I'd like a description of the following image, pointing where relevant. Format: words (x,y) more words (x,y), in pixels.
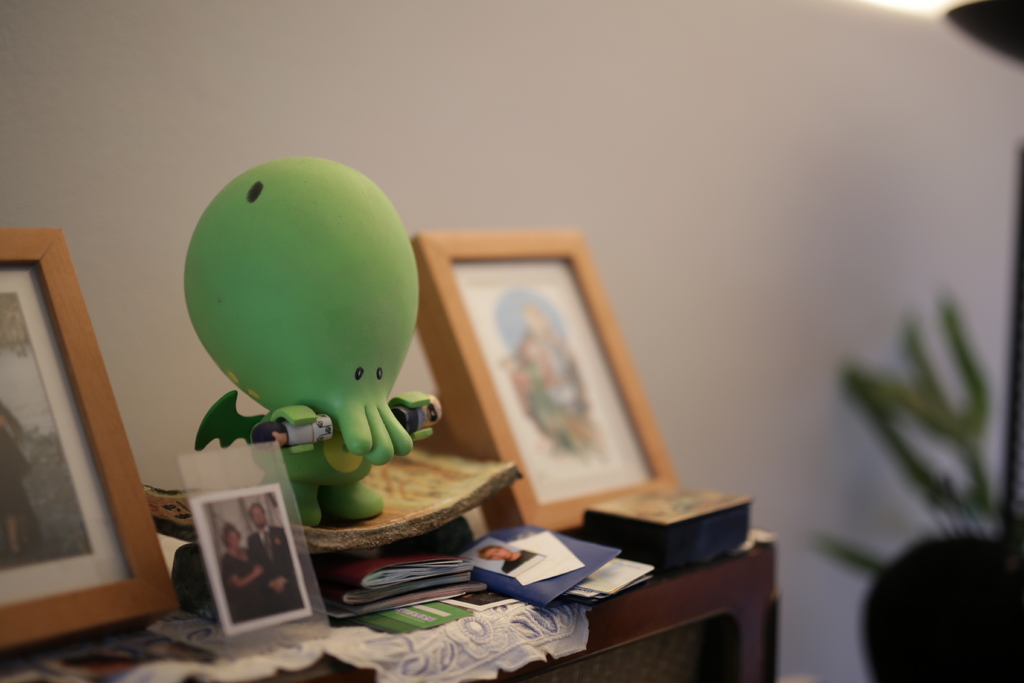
In this image we can see photo frames (52,386), toy (331,470), books (382,576), photos (506,563) and cloth (422,641) on a table (664,621). Behind the toy (372,248) we can see a wall (911,276). The background of the image (910,260) is blurred.
